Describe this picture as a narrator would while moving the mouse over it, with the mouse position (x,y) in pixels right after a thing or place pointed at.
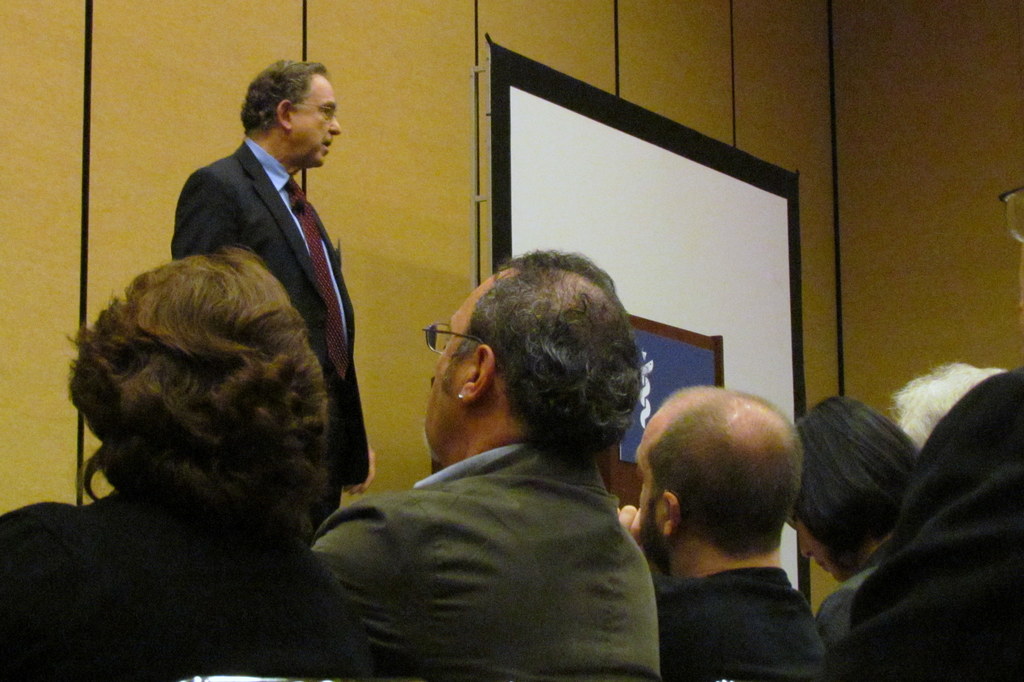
At the bottom (584,509) we can see few persons (1000,392). In the background (341,151) we can see a man (330,106) is standing, wall (210,36), podium (650,414), a board (623,154) and a pole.
